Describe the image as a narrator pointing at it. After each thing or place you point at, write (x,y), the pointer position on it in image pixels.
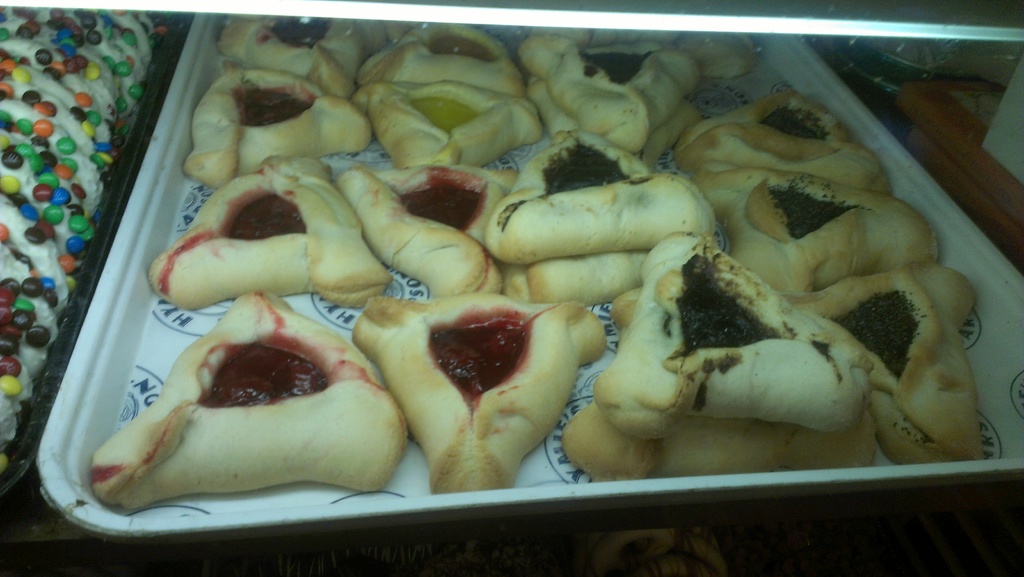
In this image there are few trays (135,260) having some food (532,224) on it. Right top there are few objects (967,88).
